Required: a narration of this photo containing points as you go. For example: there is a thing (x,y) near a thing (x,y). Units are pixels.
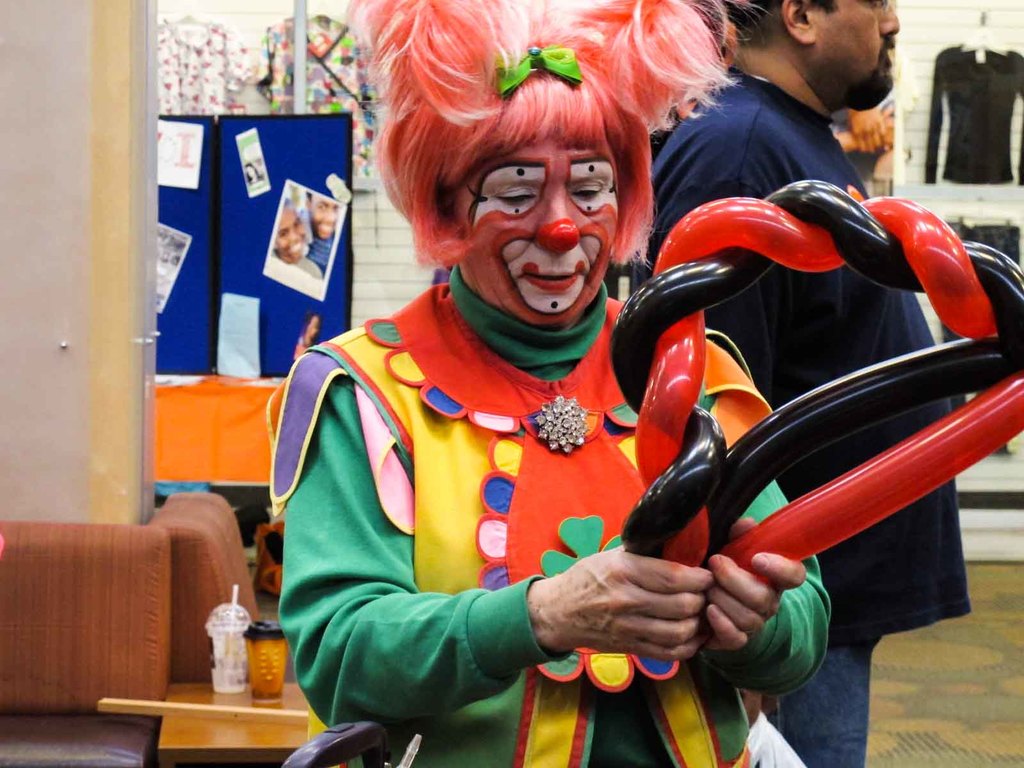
In this picture, i can see two people (628,69) and there is a women (557,136) wearing a green color T shirt (439,661) and holding a balloon (742,496) and she painted her face (505,158) with red color and hair (572,115) is looking in red in color and next to her there is a person (802,124). Who is wearing blue color t shirt (797,134) and behind this two people (806,102) towards right (952,93). I can see black color t shirt (974,62) which is hanging and i can see the floor (952,715) after that i can see two chairs (118,647) and one small table (252,707) and top of the table (230,696) i can see two glass (252,661) which includes one straw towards left (327,56) two t shirts (269,33) which are hanging and also i can see few images (291,186) and wardrobe (62,168).
